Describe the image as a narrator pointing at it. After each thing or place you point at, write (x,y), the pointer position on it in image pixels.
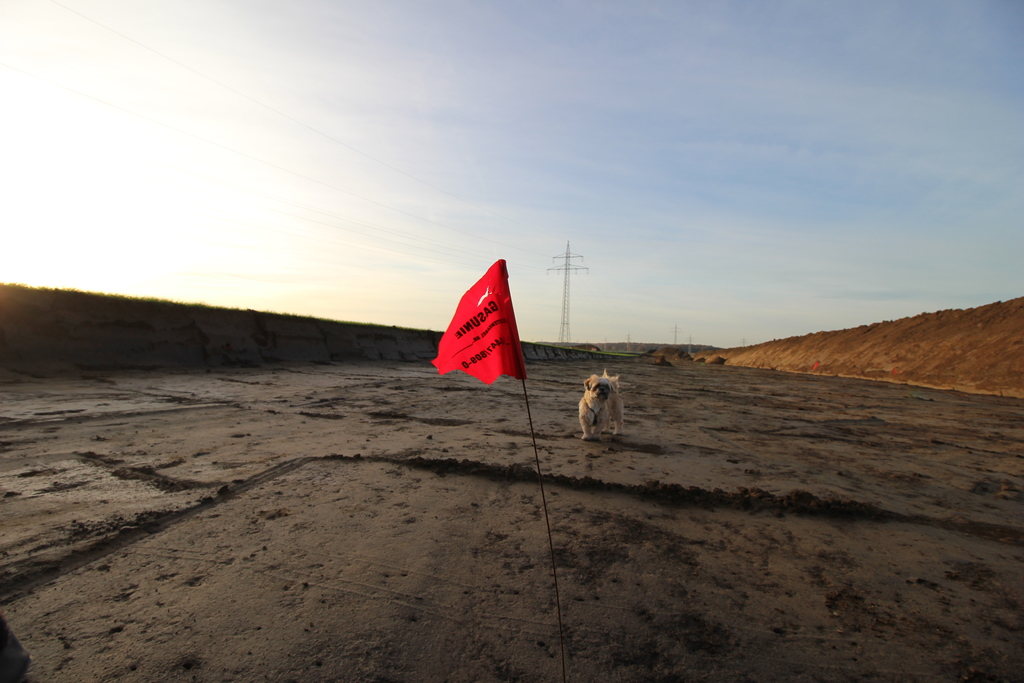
In this image a dog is standing on the land (430,385). Before it there is a flag (514,328) attached to a stick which is on the land (487,521). Middle of the image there are towers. Top of the image (547,98) there is sky (519,156).
